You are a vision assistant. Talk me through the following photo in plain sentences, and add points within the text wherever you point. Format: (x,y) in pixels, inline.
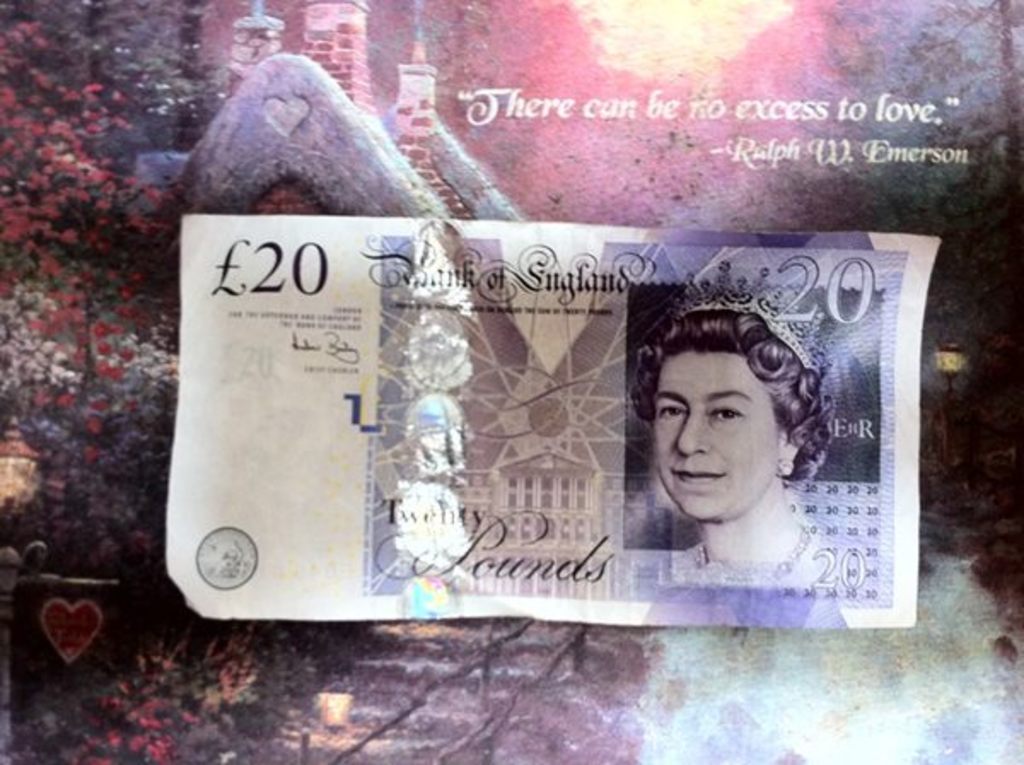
In this image I can see pounds note (556,440), trees (106,352), buildings (264,195) and multi-color in the background (592,10). This image looks like an edited photo.
